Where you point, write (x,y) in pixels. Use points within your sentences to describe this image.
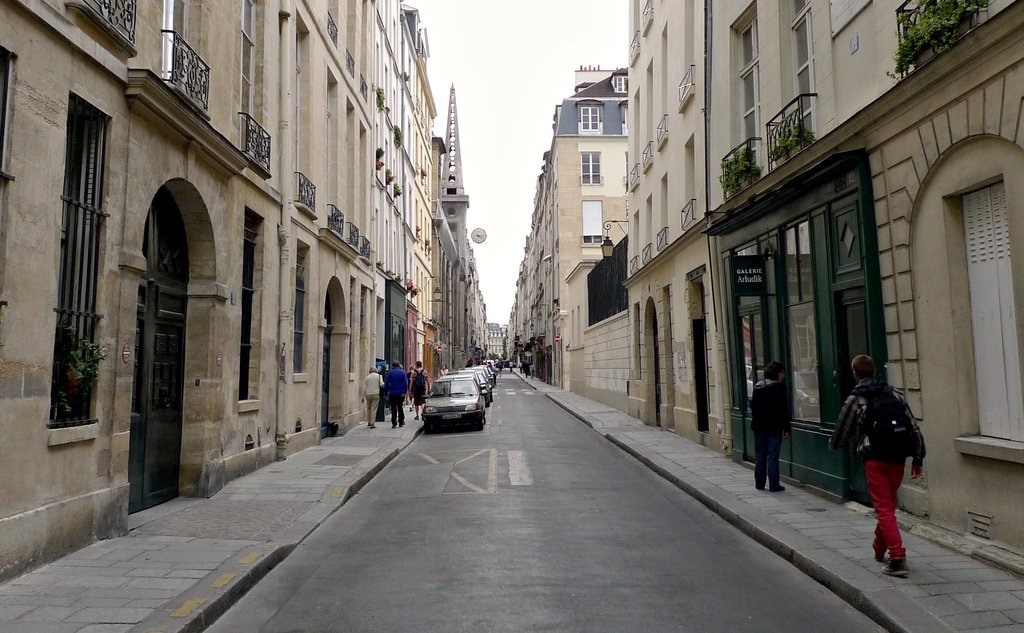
In the center of the image (443,405) we can see the cars (443,392) and road (468,459). On the left (233,316) and right side of the image (766,284) we can see the buildings (562,217), windows (994,247), doors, balconies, grilles (263,132), pipes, plants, light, board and some people (885,460) are walking on the footpath (600,413). At the top of the image (502,76) we can see the sky (545,115) and clock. At the bottom of the image (469,543) we can see the road (446,541).
